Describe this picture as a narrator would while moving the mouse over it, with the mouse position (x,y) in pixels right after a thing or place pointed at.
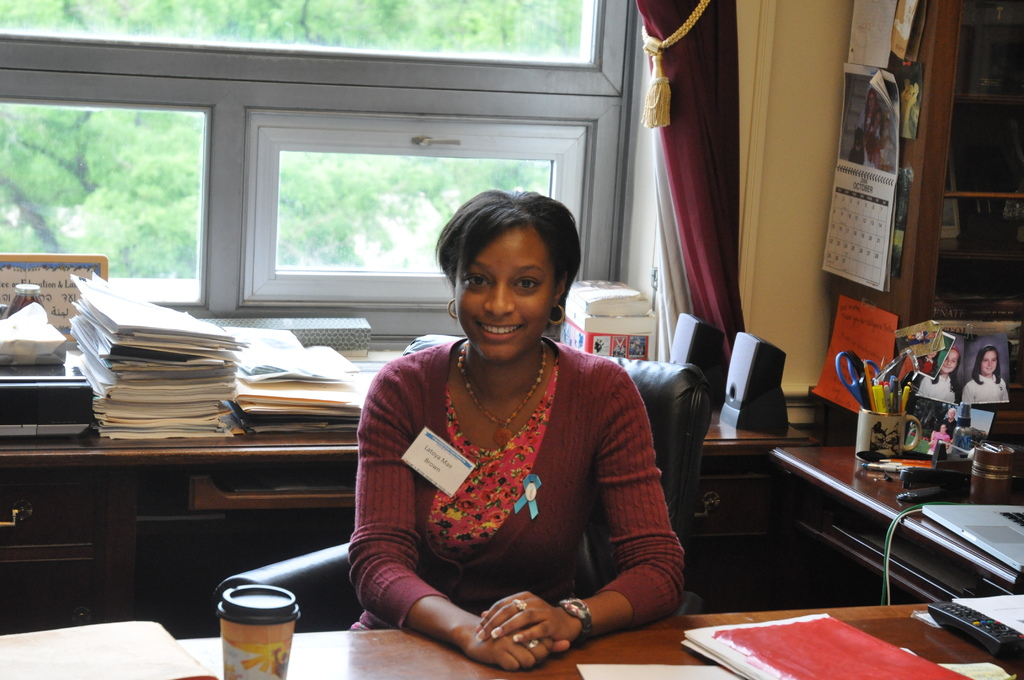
In this image we can see a woman (456,371) is sitting on the chair (328,624) at the table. On the table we can see books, papers (829,633), remote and a cup (290,630). In the background (311,366) there are files (271,356), papers (311,366), speakers (776,386), pens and scissors (850,353) in a cup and objects (927,479) on the cupboard table (882,488) and we can see curtain (728,138), wall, windows (423,90), calendar (877,77) and papers (916,79) on the rack stand (978,149). Through the window glasses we can see the trees (126,226).
